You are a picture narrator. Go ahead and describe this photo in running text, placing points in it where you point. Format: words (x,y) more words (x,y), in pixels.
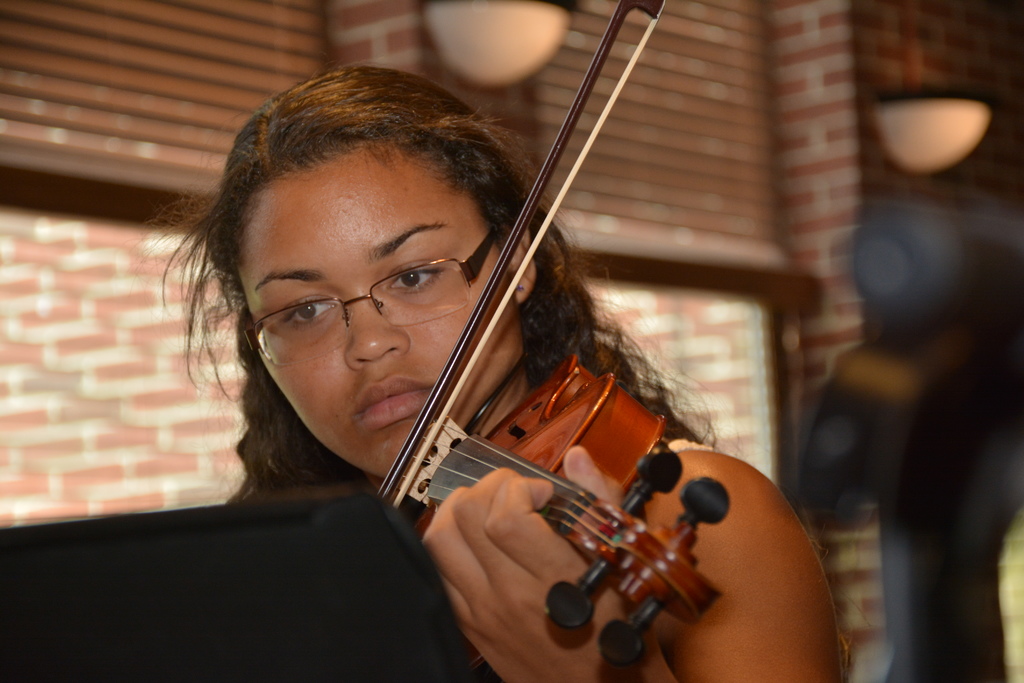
In the center of the image (360,321) there is a lady (537,515), she is playing a violin (566,510). In the background (550,145) there is a window (691,276) and a brick wall (784,88).
